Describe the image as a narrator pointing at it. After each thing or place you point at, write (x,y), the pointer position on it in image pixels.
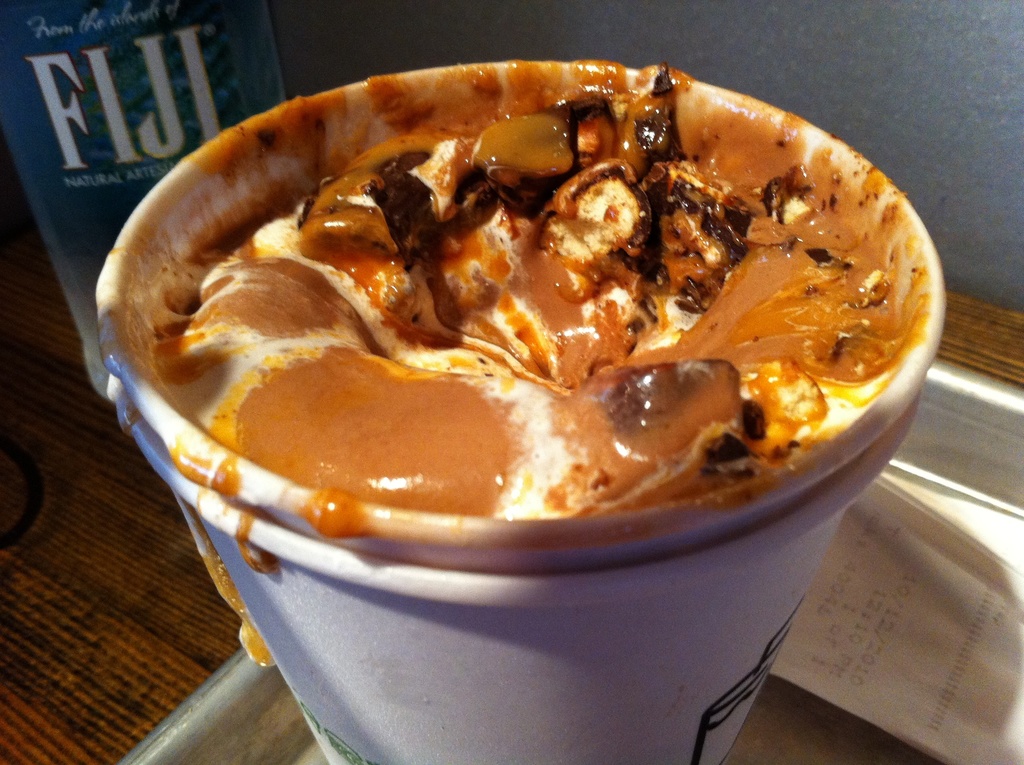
The picture consists of a coffee (570,400) in cups (600,605). The cup (487,638) is in a tray (919,418). On the right (917,567) there is a bill paper (909,559). On the left (111,139) there is a water bottle (134,95). The tray (272,702) and bottle (92,357) are on a table (963,345).
